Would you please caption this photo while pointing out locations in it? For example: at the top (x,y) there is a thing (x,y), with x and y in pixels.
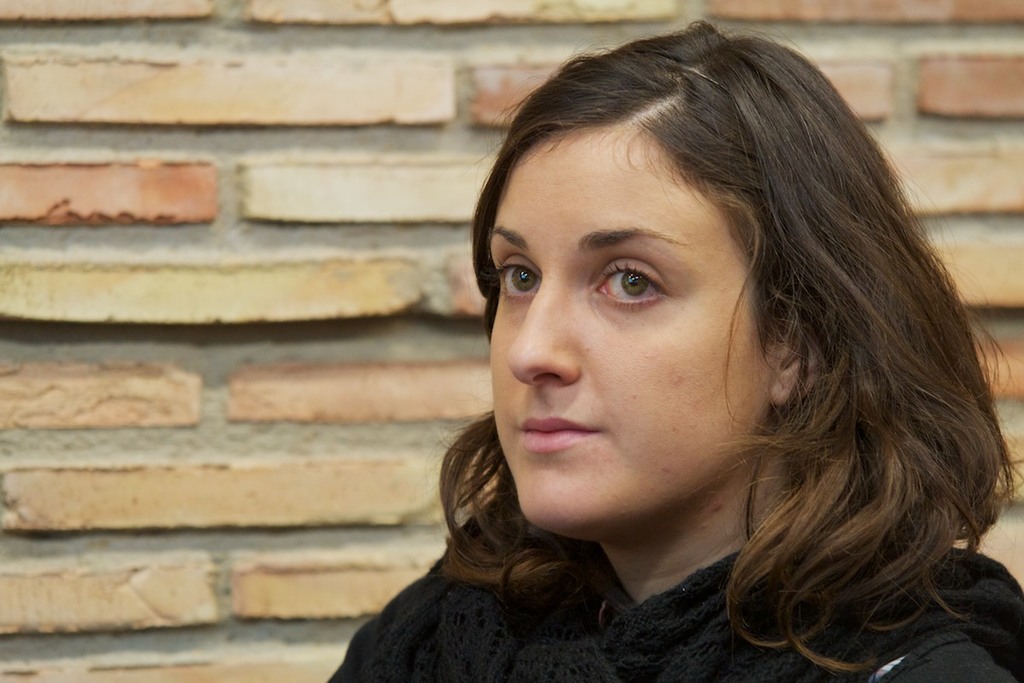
In the picture I can see a woman (639,500). In the background (289,429) I can see a brick wall (245,397).
